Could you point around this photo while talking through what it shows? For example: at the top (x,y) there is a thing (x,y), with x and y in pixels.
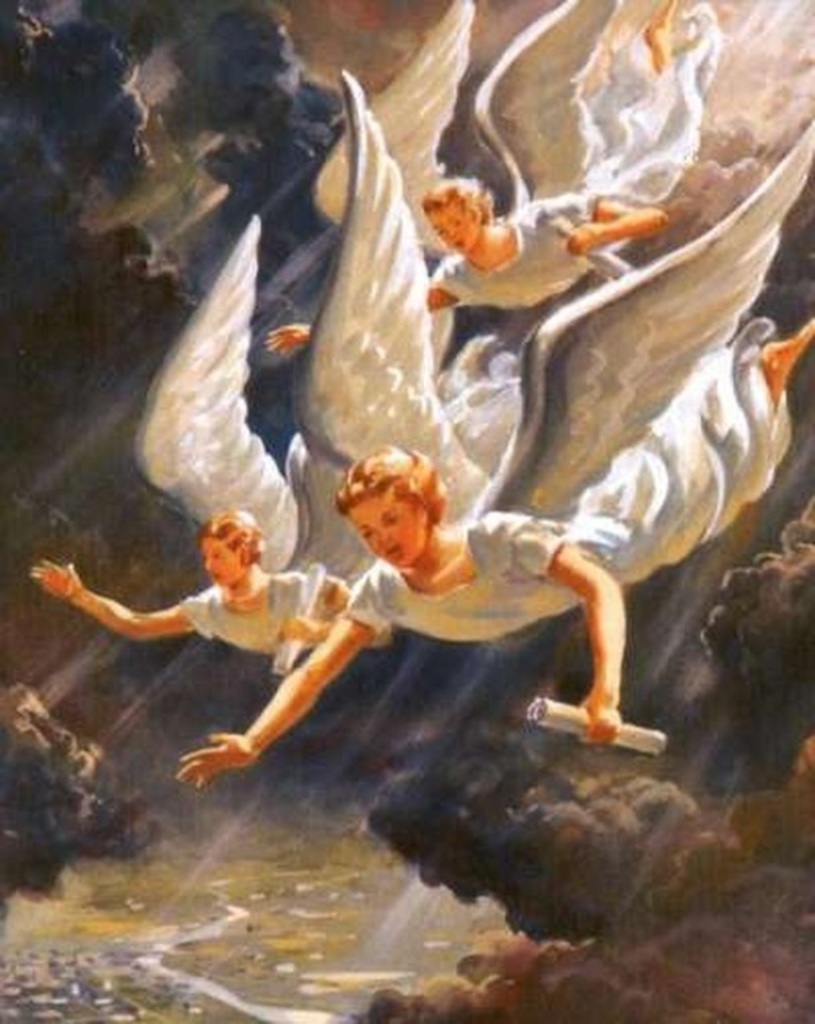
It is a painting, there are group of angels (474,195) falling from the sky (191,146).
